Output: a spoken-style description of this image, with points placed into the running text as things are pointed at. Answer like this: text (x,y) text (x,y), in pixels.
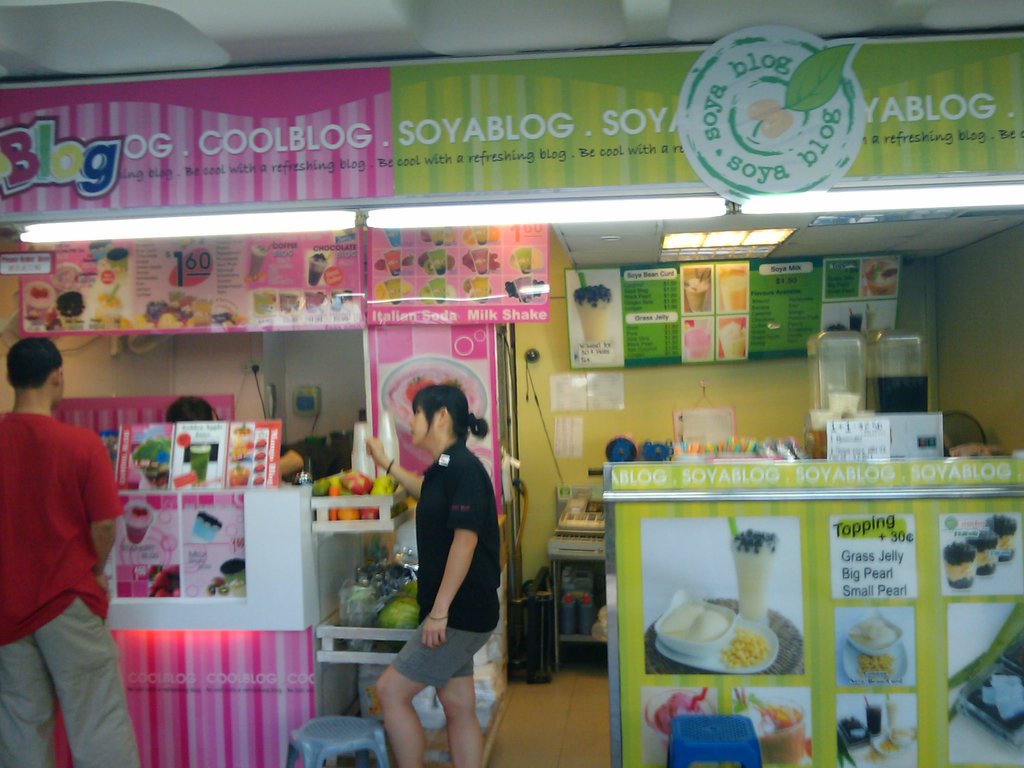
In this image, on the left side (65,477), we can see a man (55,463) wearing a red color shirt (46,490) is standing in front of the stall (268,546). In the middle of the image (434,466), we can also see a woman (471,503) wearing a black color shirt (488,629) is standing in front of the table (268,760). In the background (270,744), we can see a stall (890,563), fruits (380,485), juices (770,550). In the background (297,451), we can also see a person (297,470) standing in front of the stall (383,350). In the background (376,264), we can also see a board (616,163) with some pictures (313,266) and text (793,331) on it. At the top (499,13), we can see a roof (490,40).
